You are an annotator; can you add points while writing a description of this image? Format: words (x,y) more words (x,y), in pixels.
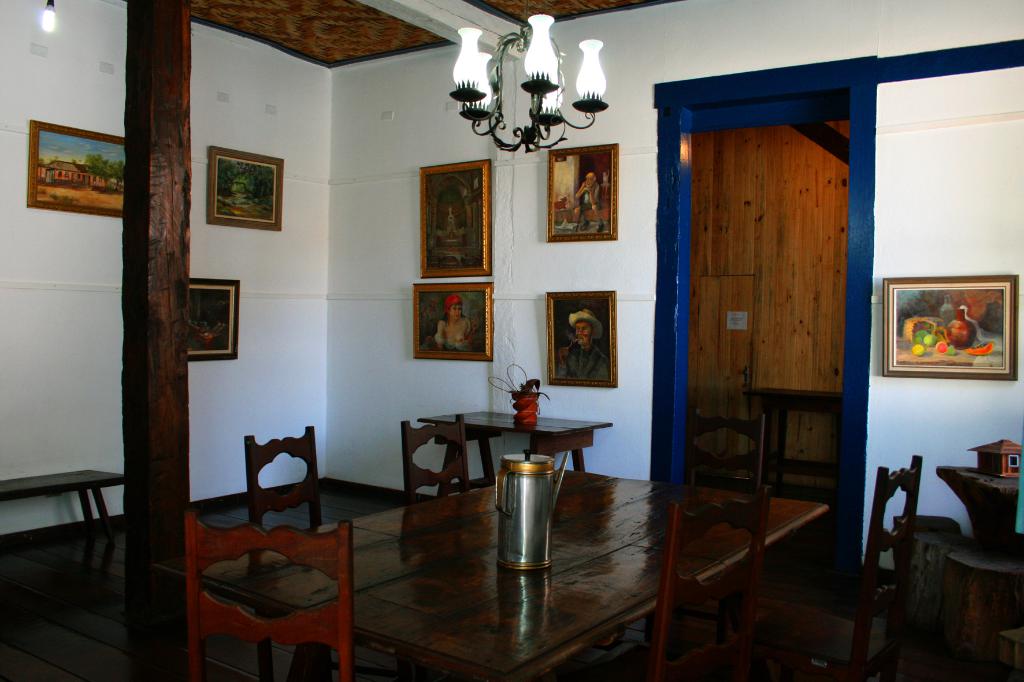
The images is inside a house (426,448) there is a dining table (617,512) to the left of dining table (597,512) there is a wooden pole (140,181), in the background (285,310) there is a white color wall (358,83) to the wall (411,189) there are some photo frames (446,259), to the right side (739,361) there is a door (698,308).
